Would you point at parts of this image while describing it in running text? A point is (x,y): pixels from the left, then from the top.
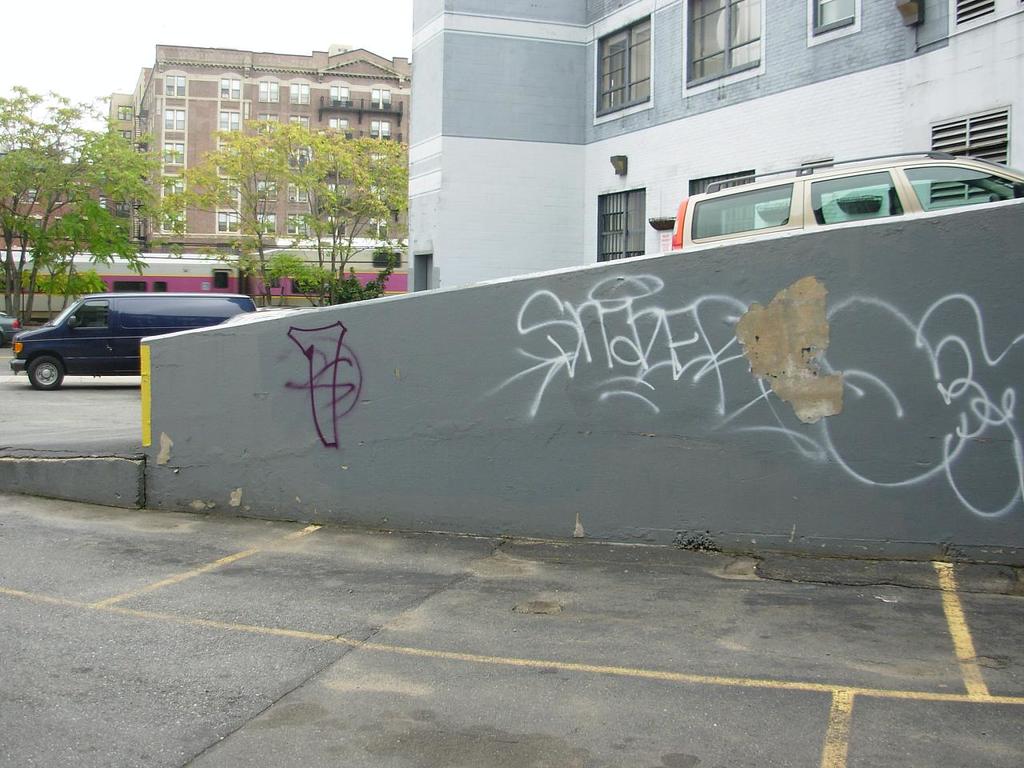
In the picture I can see trees (256,228), buildings (490,167), vehicles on the road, a wall (697,420) which has something written on it and some other objects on the ground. In the background (123,5) I can see the sky (167,16).
